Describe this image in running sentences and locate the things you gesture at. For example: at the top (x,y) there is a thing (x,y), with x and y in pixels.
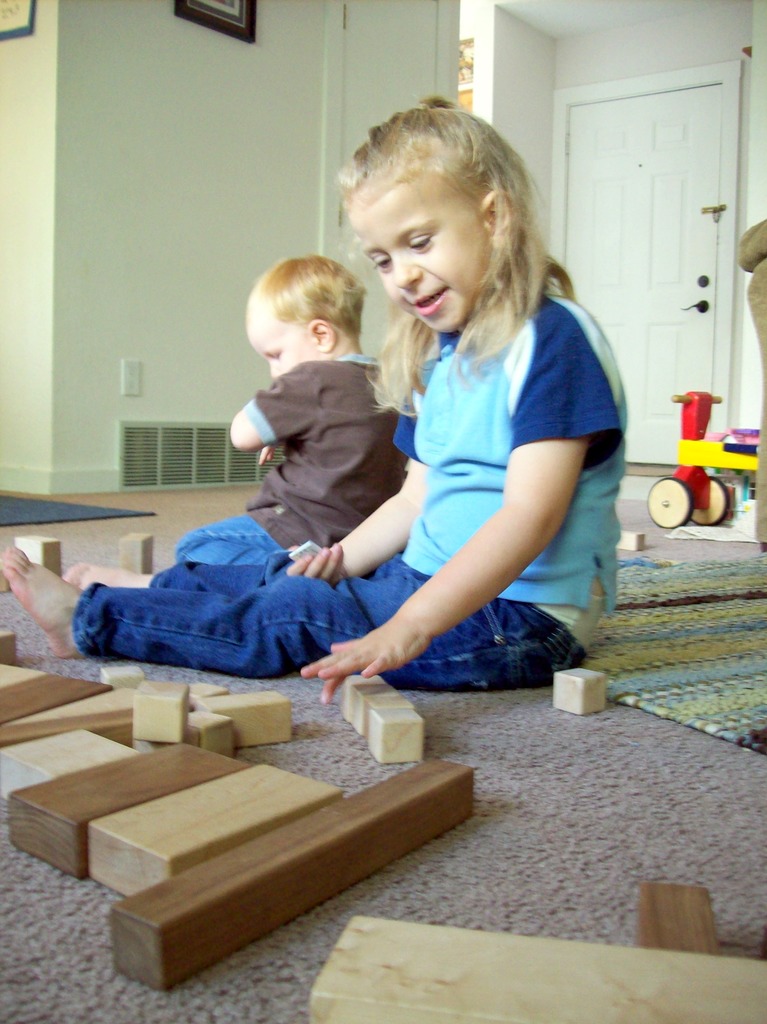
In this picture we can see two kids (356,372), they are seated on the floor (622,660), in front of them we can find few blocks (245,802), in the background (219,12) we can see few frames (209,13) on the wall (129,121).
